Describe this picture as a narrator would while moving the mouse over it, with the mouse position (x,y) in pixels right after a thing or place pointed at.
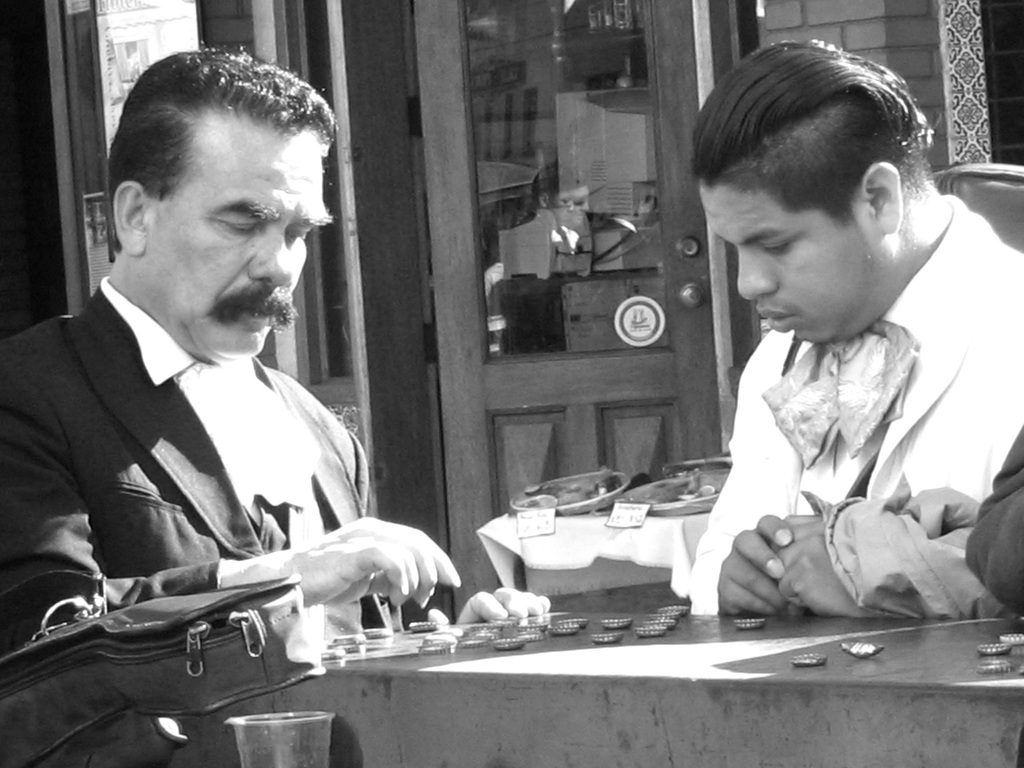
It is a black and white image. In this image in front (944,442) there are three persons (1021,476) sitting on the chair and in front of them there is a table (599,666). On top of the table (595,634) there are caps (859,650). Behind them there is another table (578,524) and on top of it there are few objects (651,482). In the back side (566,211) there is a glass door (503,296) and we can a see person (579,213) in front of the computer (605,175).
